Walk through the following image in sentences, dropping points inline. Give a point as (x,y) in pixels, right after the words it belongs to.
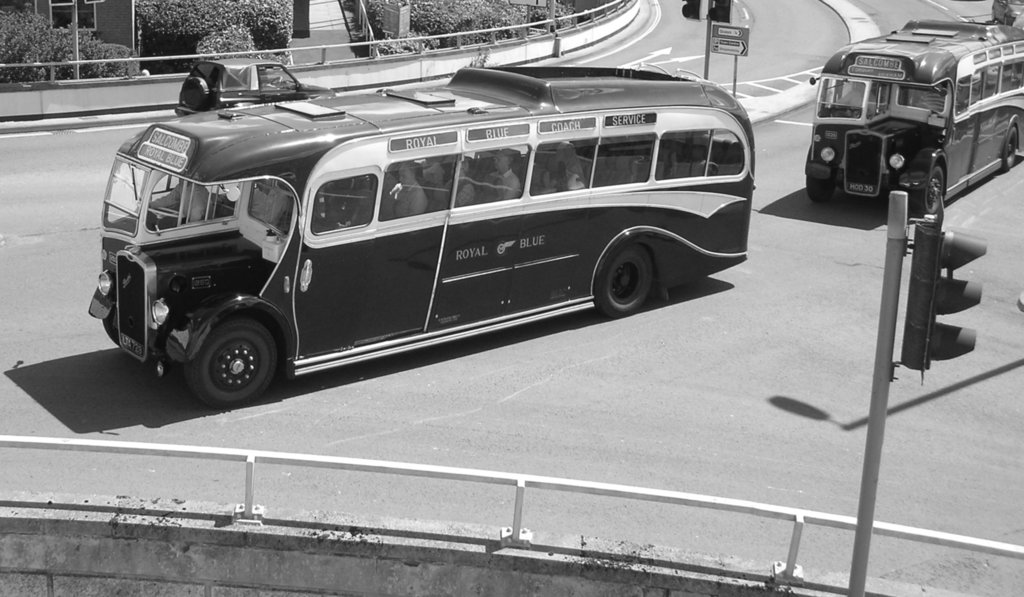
In this image we can see vehicles (731,98) on the road (854,262) and there are traffic poles (890,235). In the center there is a sign board (736,37). In the background (271,37) there are bushes (286,20) and a railing (585,15). At the bottom (292,557) there is a wall (298,569).
